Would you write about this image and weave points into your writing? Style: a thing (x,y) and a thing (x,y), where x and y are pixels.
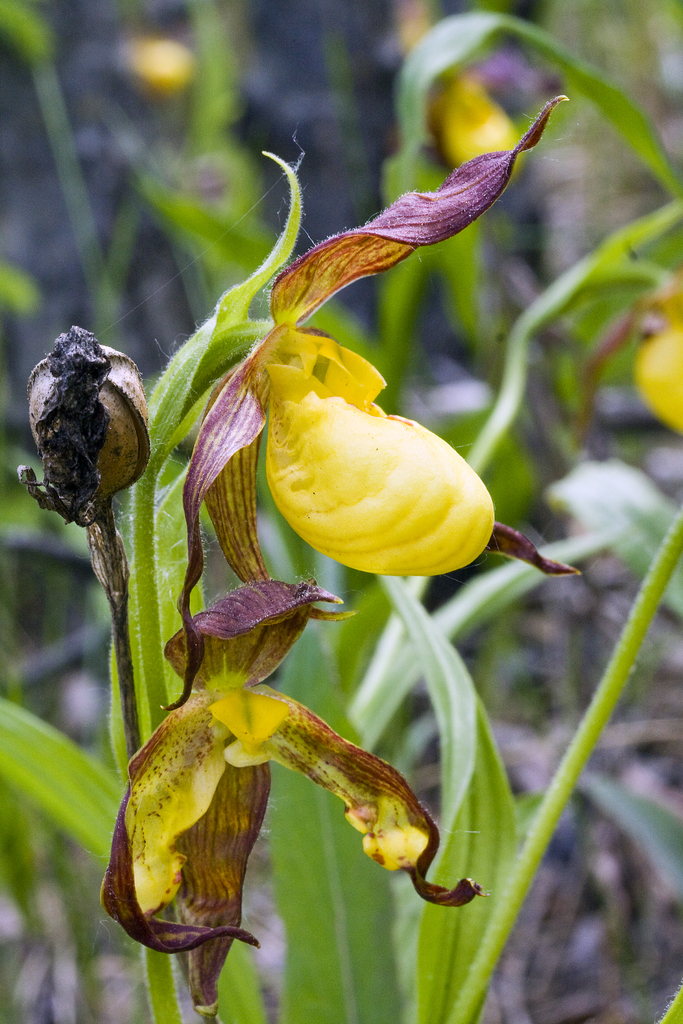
This image is taken outdoors. In the background (616,809) there are few plants (344,950). In the middle of the image (335,477) there is a plant (280,588) with a bud (99,446) and two flowers (249,737) which are yellow in color.
